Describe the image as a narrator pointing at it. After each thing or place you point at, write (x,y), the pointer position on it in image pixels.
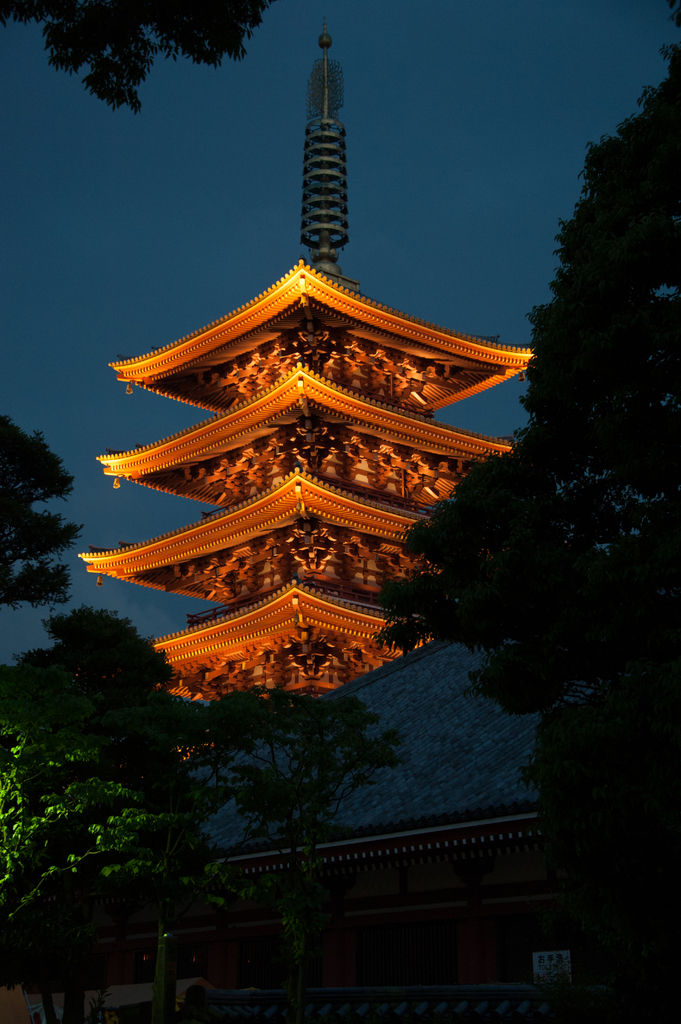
In the picture we can see some trees (659,819) and behind it, we can see some Chinese construction building (276,469) with lights (252,452) to it and behind it we can see a sky (559,104).
